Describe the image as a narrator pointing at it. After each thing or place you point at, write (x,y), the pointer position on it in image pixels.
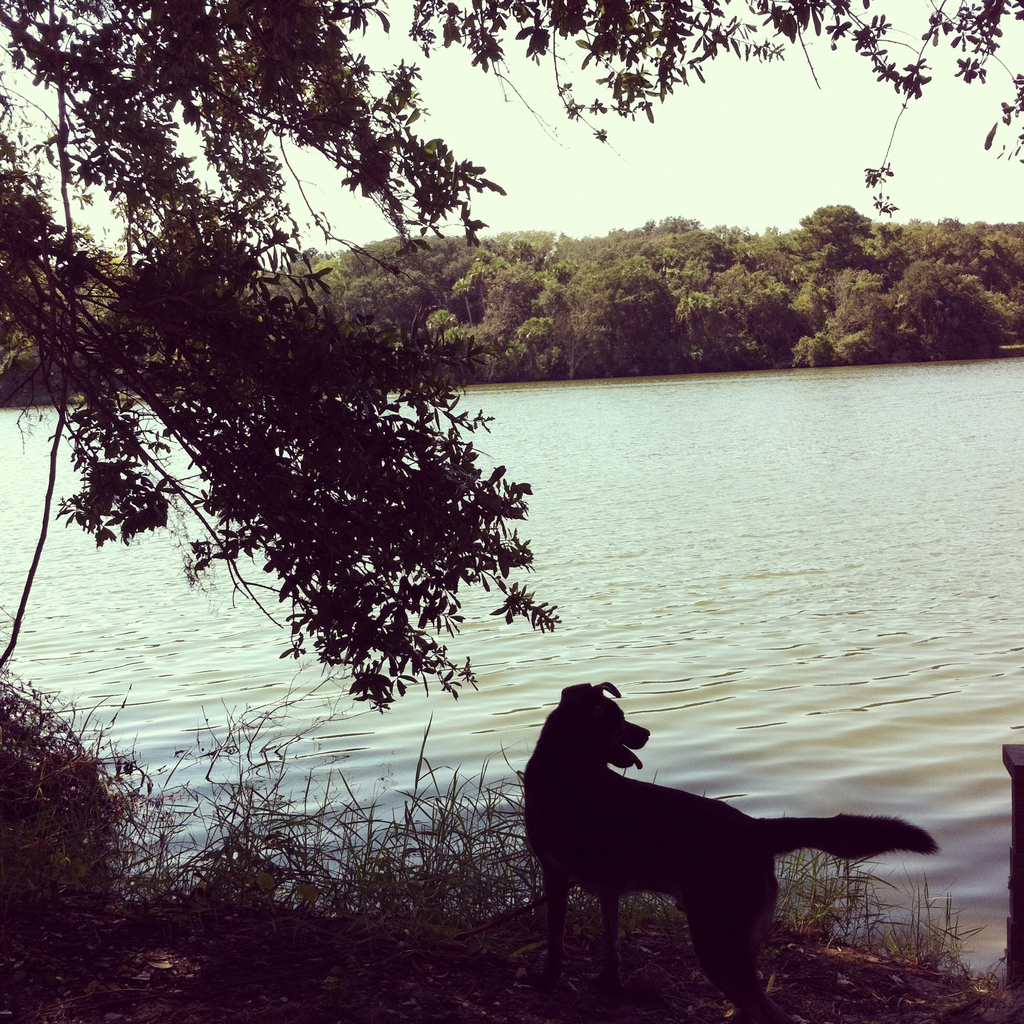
In this image there is a dog (582,780), in front of the dog (597,855) there are grass (396,827), river (588,624), trees (594,369) and the sky (793,160).
